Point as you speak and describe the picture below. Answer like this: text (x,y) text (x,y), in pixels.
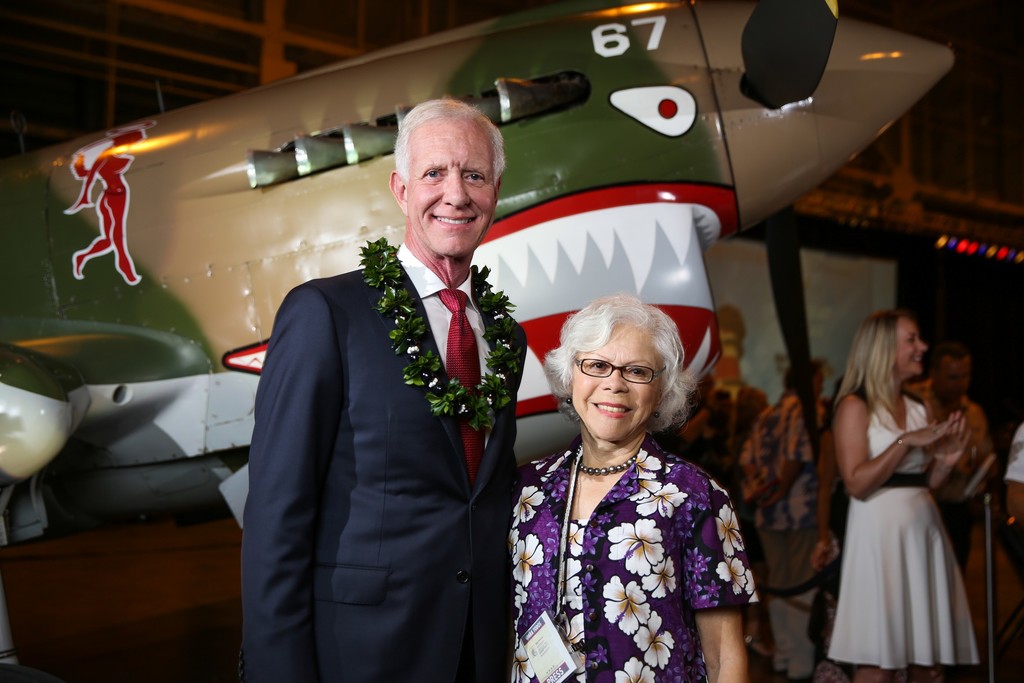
In this image, I can see two persons (595,646) standing and smiling. On the right side of the image (794,408), there are few people (830,544) standing. I can see an aircraft (212,220). The background (165,18) is blurry.
